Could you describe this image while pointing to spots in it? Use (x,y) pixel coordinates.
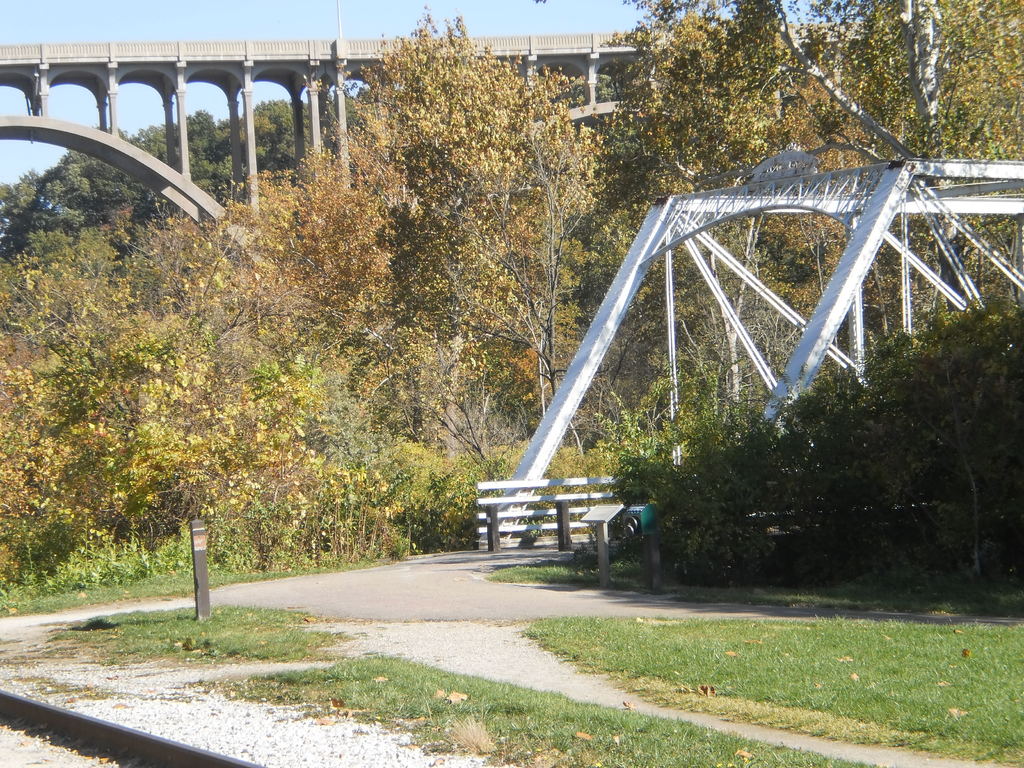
In this image there is grass (515,697) on the ground (485,690). Beside it there is a road (359,607). There is a railing (547,485) beside the road (402,585). In the background (466,276) there are trees (482,176) and a bridge (231,49). At the top (345,21) there is the sky (345,27).
